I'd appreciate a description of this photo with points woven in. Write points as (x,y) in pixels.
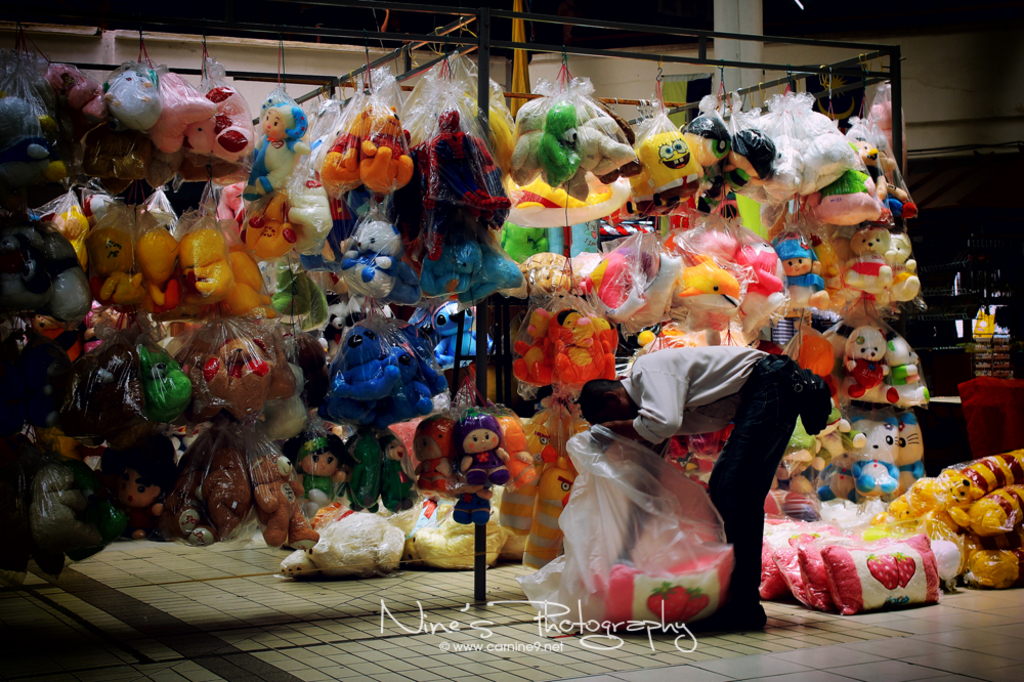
In this image, we can see so many soft toys (564,342) are wrapped with covers (37,113) and they are hanging. Here we can see rods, few objects (960,280), wall (959,110) and pillar (740,72). On the right side of the image (754,468), we can see a person (746,497) is standing and holding a cover (641,470) on the floor (566,661). At the bottom of the image (397,627), we can see a watermark (514,631).
